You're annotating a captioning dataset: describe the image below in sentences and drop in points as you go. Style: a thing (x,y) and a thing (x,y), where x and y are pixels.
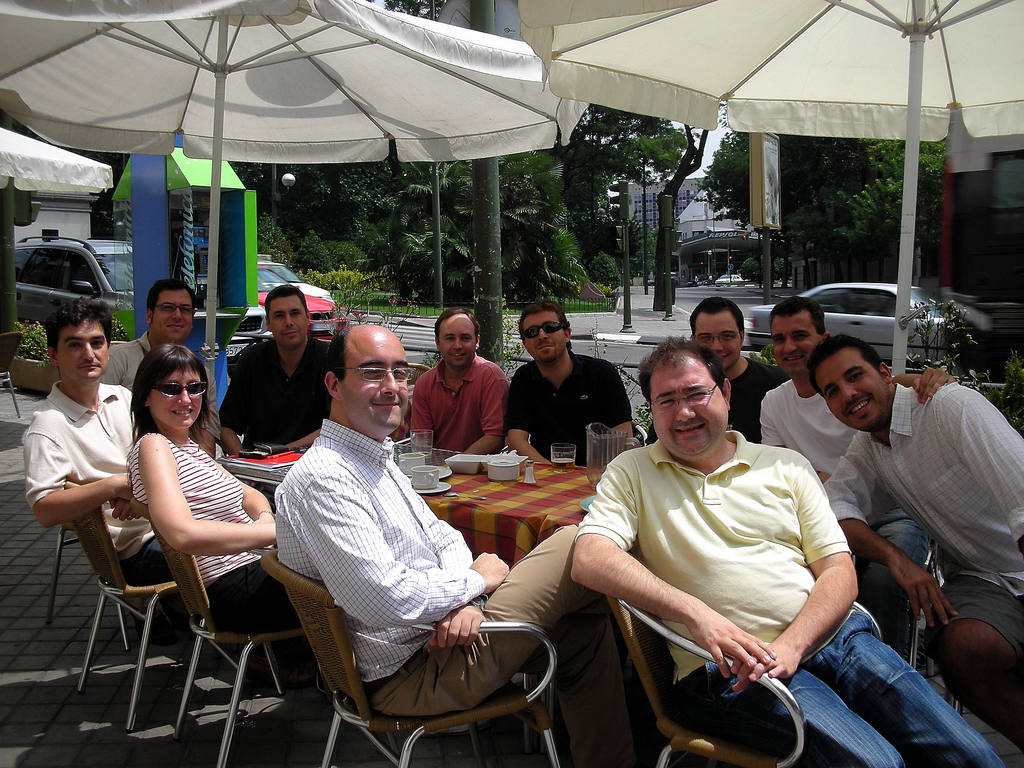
Here we can see few peoples (530,390) were sitting on the chair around the table (562,508). And they were smiling which we can see on their faces (700,414). On table (489,512) we can see some objects (506,479) like cup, glass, cloth (493,493) and etc. Coming to the background (549,224) there were some trees (578,173) and some vehicles (52,263) and they were under the tent (391,50).
